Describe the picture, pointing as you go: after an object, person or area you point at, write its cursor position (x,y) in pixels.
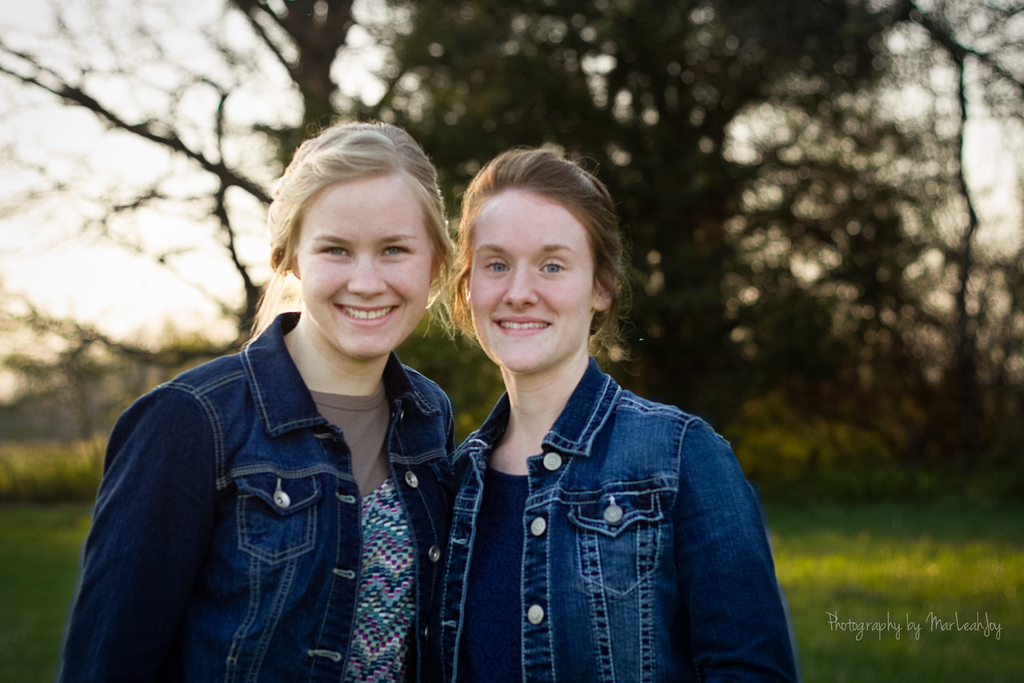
In this image we can see two women (603,511) with smiling faces (409,317) standing in the middle of the image (369,439), some text (923,636) on the bottom right side of the image (836,623), some trees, plants (70,479) and grass (918,514) on the ground (866,555). There is the sky (78,303) in the background (105,295).
